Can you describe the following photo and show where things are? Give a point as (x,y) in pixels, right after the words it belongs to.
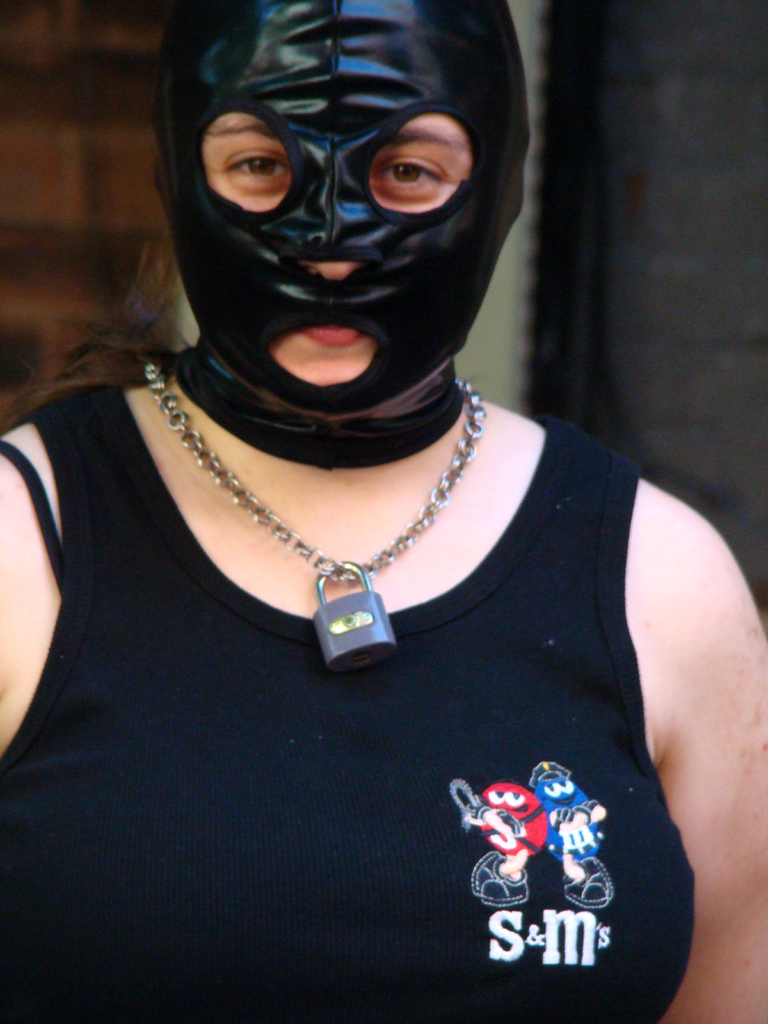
In this image we can see a woman (310,572) standing and wearing a mask (402,267) to the face (366,278).
